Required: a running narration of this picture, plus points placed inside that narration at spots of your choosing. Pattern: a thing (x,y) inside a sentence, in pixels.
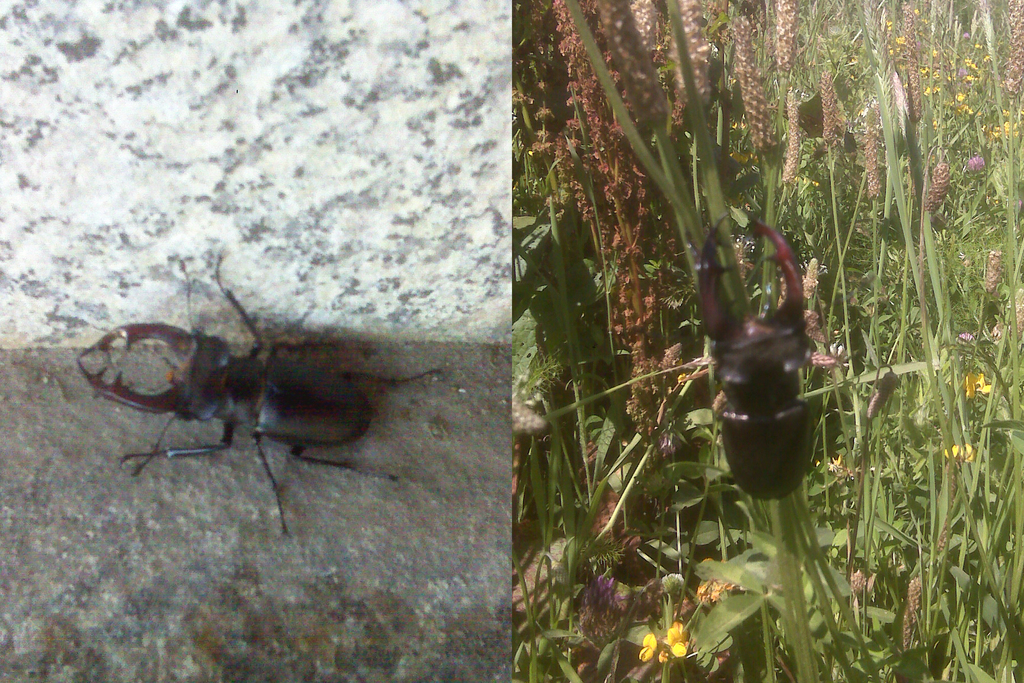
This is a collage image of two insects (281,424) one on the floor (461,347) and one on the grass (620,380).
